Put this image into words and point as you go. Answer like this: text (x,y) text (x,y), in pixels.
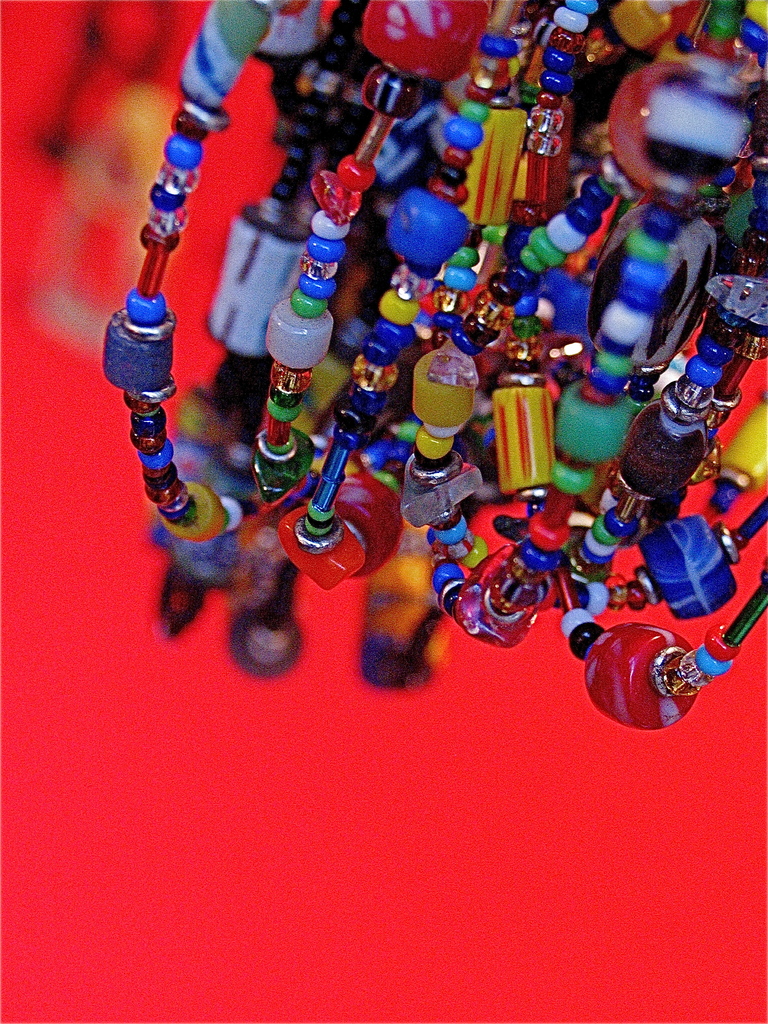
At the top of the image (430,222) there are beads (442,246). At the bottom of the image (392,764) it is in red color.
